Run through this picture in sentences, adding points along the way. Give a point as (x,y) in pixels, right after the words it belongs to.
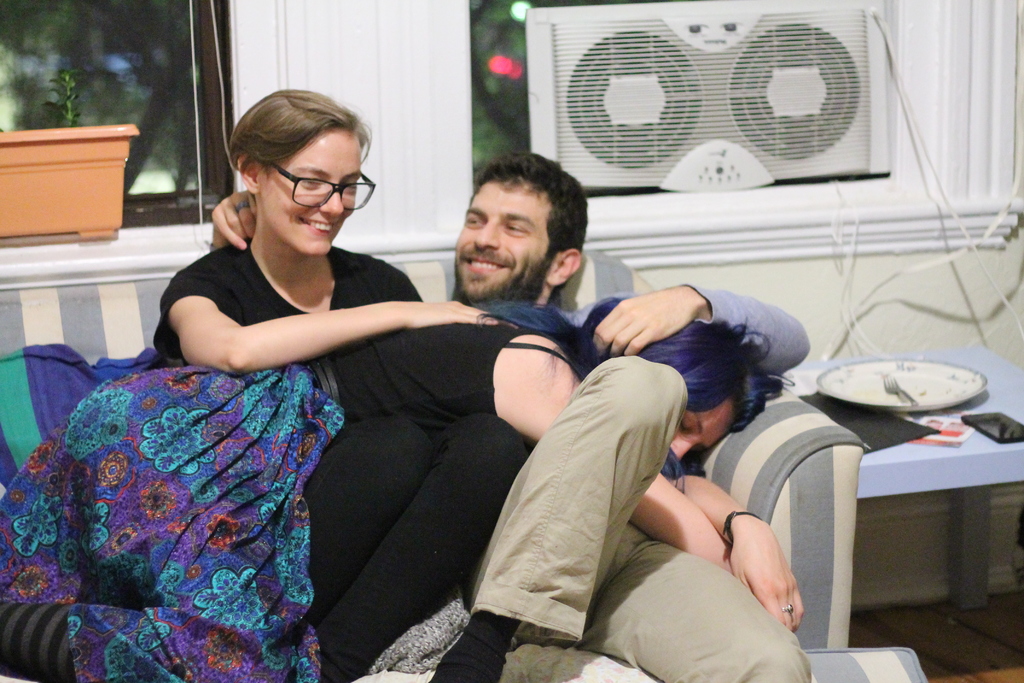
In the image we can see a man (600,434) and a woman (294,237) sitting on the couch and one woman (184,434) is lying and she is wearing a finger ring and bracelet (729,523). On the right side of the image (937,475) we can see a table (958,477) and on the table (958,477), we can see there is a gadget (1007,428) and a plate (927,390) and fork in the plate (905,375). Here we can see plant pot (70,168) and the window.
